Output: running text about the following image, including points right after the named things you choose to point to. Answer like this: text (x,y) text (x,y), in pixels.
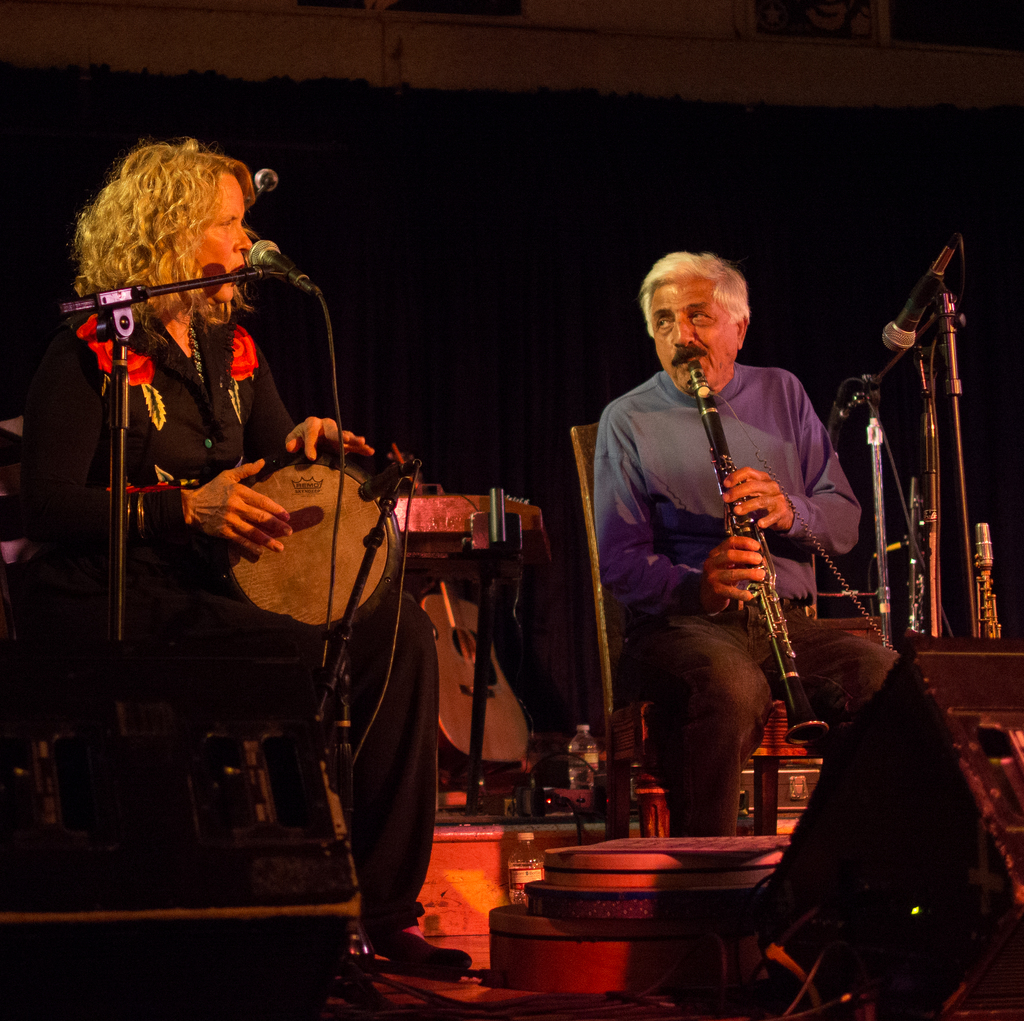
This is the picture of two people (157,470) sitting on the chair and playing some musical instrument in front of the mic (115,482) and there are some speakers (161,835) and some other instruments (992,578) behind them.
